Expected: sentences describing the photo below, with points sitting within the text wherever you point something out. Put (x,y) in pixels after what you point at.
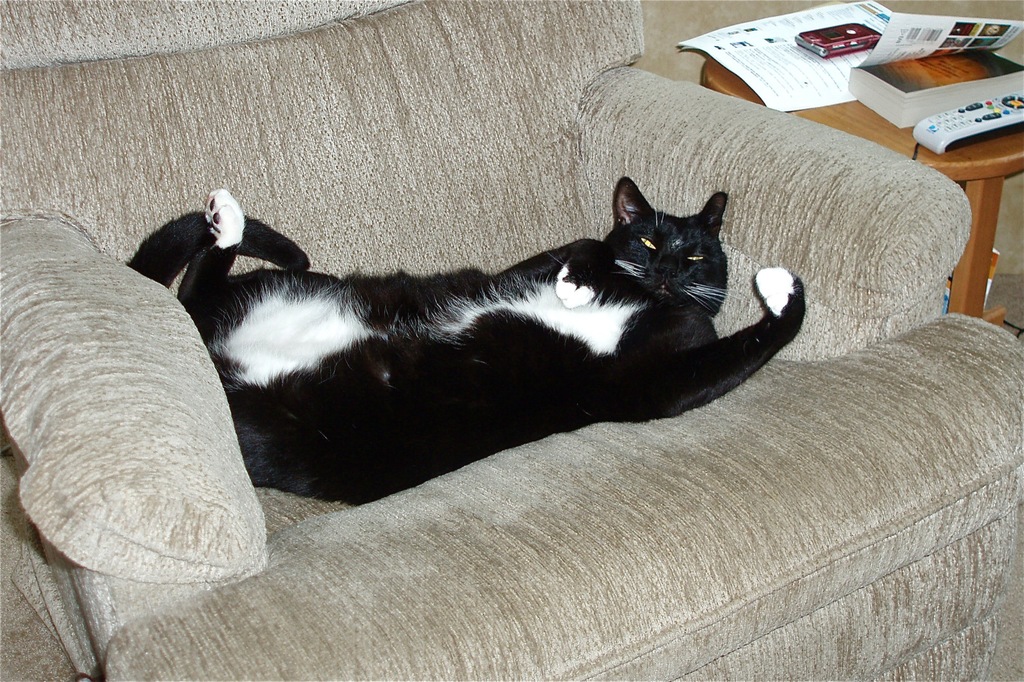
In the image there is a couch (594,182). On couch (749,217) we can see a cat (679,227) lying, on right side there is a table (964,166). On table (971,155) we can see a remote (986,110), book (966,67), device (829,55) and a paper (790,88).
